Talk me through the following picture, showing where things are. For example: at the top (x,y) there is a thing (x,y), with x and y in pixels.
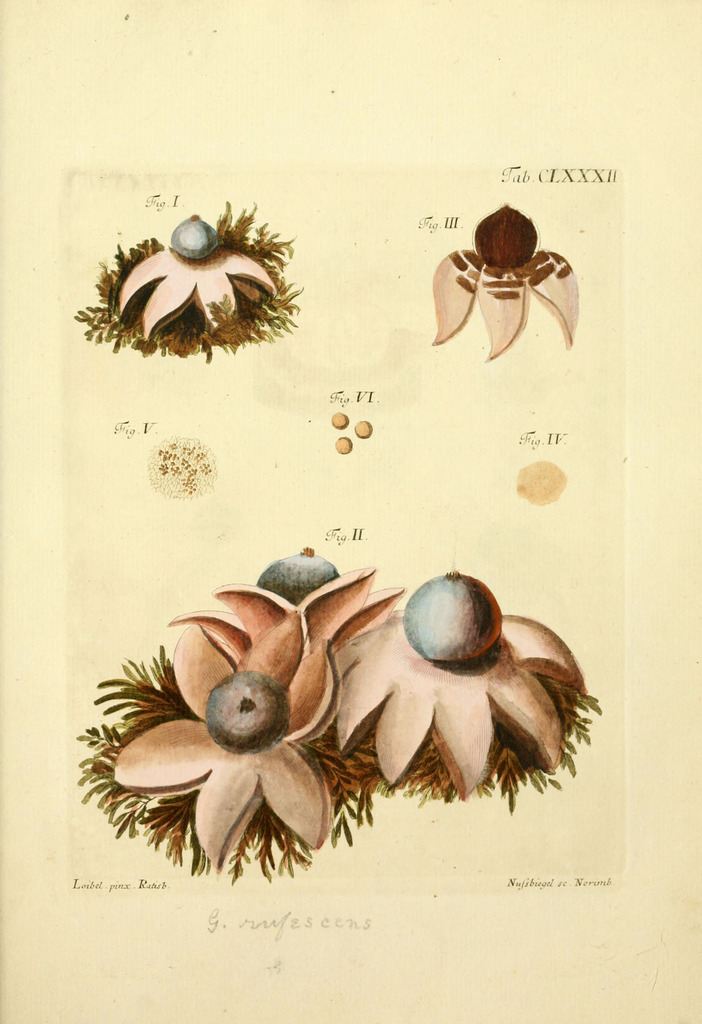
In this picture there is a yellow paper (85,382) in the front (313,720) with some drawing flowers (264,614).
